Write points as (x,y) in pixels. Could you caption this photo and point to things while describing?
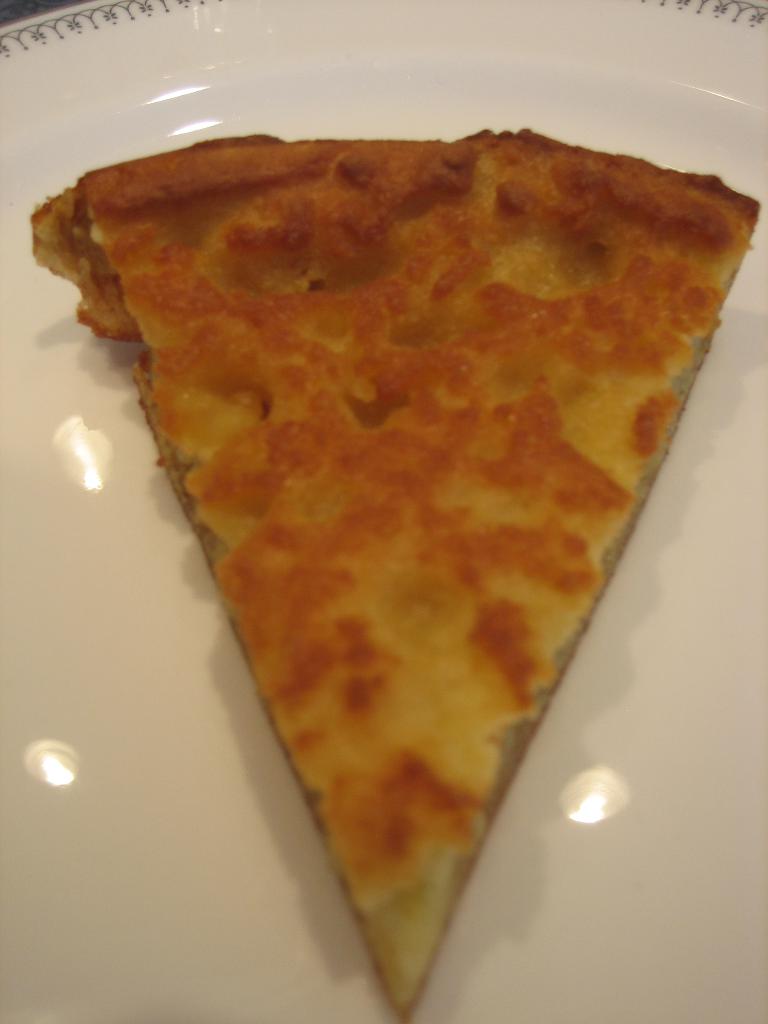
In this image, we can see a food (281,222) in the white plate (560,29). On the plate (110,599), we can see light reflections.
